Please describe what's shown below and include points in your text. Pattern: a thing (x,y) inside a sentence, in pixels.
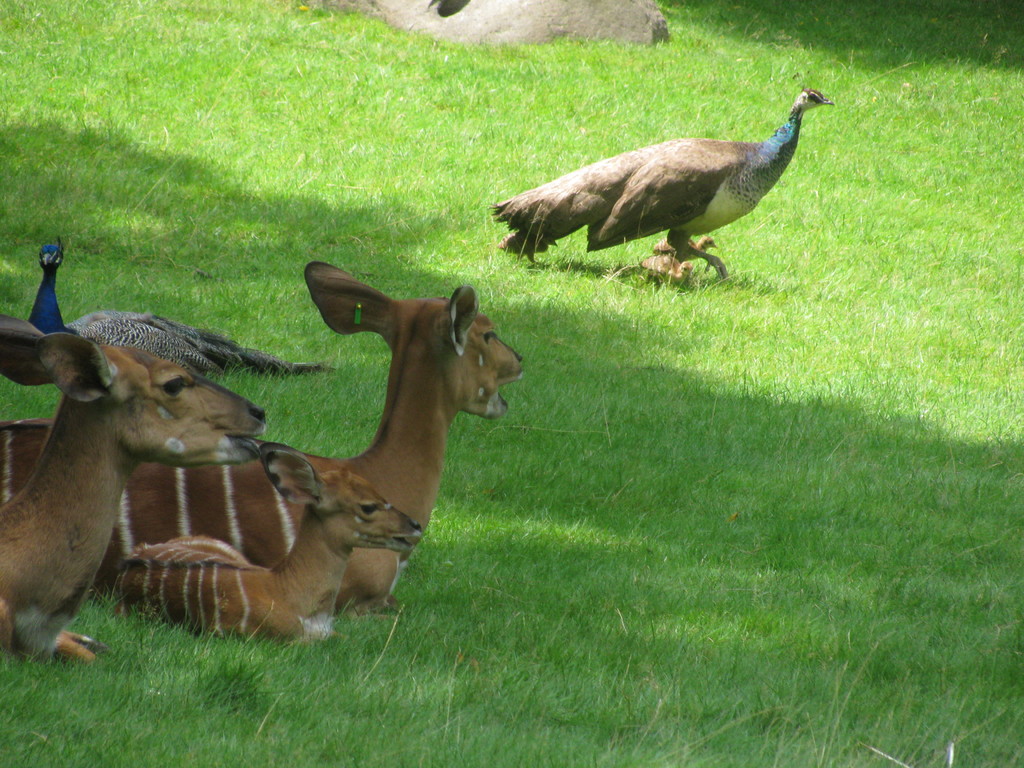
In this image I can see grass ground (474,270) and on it I can see shadows (519,401), three deer (432,439), one peacock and one peahen (669,232). I can also see two birds (667,271) on the right side of this image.
